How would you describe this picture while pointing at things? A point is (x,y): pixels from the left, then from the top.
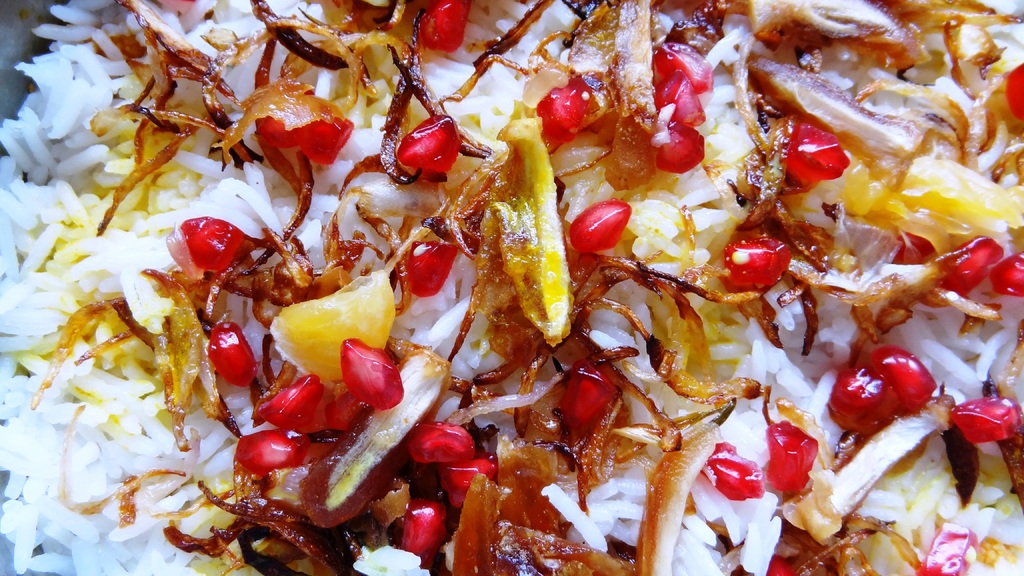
In this image we can see rice (110,410) on which some fried onions (266,57) on which group of pomegranate seeds (469,471) are present.
